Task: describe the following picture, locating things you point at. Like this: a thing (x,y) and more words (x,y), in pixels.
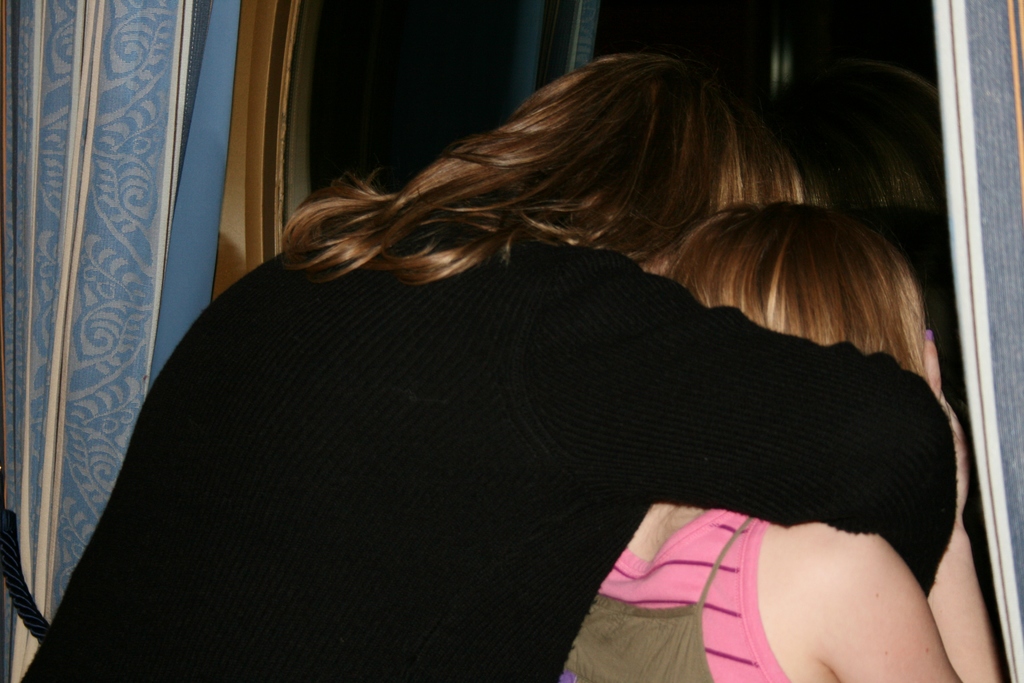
Here in this picture we can see two women (487,361) standing over a place and peeping through a window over there and we can see window curtains (1019,325) present on either side over there.
